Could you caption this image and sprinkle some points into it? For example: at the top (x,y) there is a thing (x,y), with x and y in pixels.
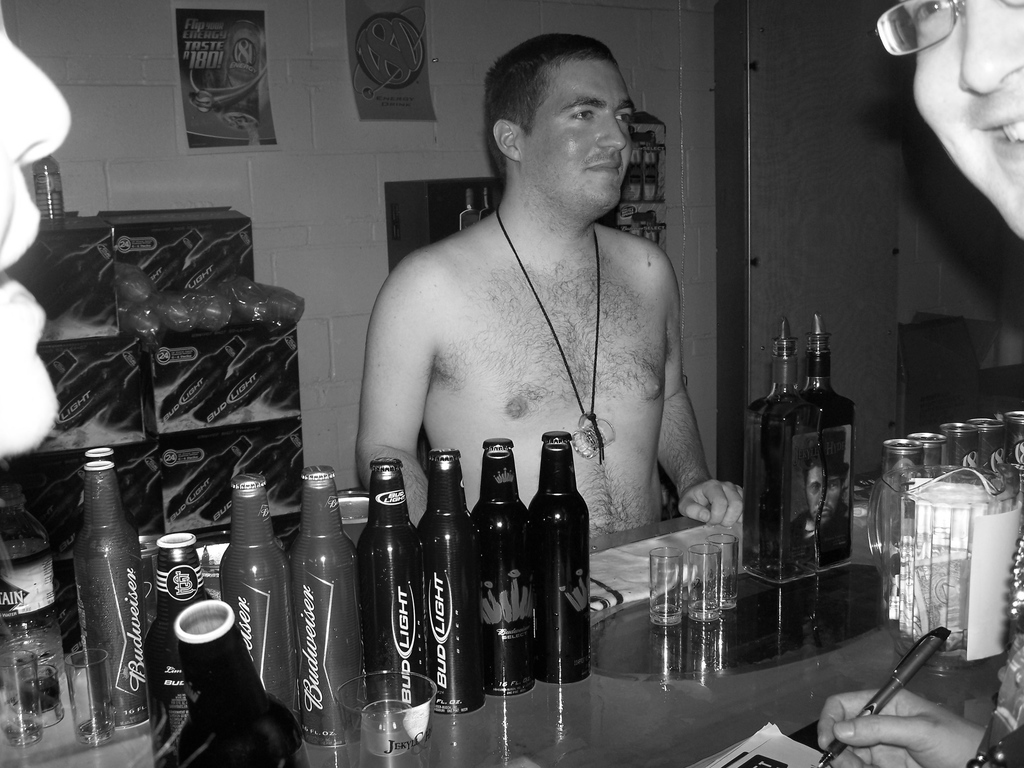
This picture shows a man (666,299) standing and we see few bottles (822,493) And peg glasses (724,567) on the table (736,718) and we see a man (822,739) holding pen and paper (760,738) and we see posters (357,48) on the wall (348,68).
